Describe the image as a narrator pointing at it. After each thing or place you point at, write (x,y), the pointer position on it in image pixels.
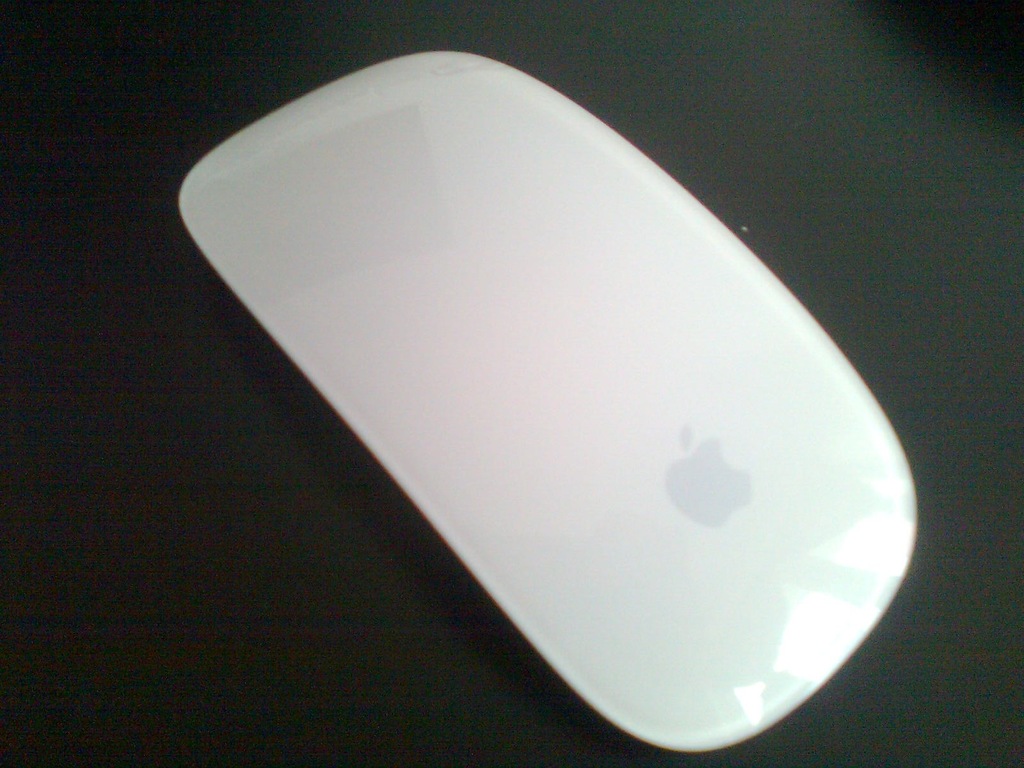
In this image there is a mouse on the black color surface (245,640).
